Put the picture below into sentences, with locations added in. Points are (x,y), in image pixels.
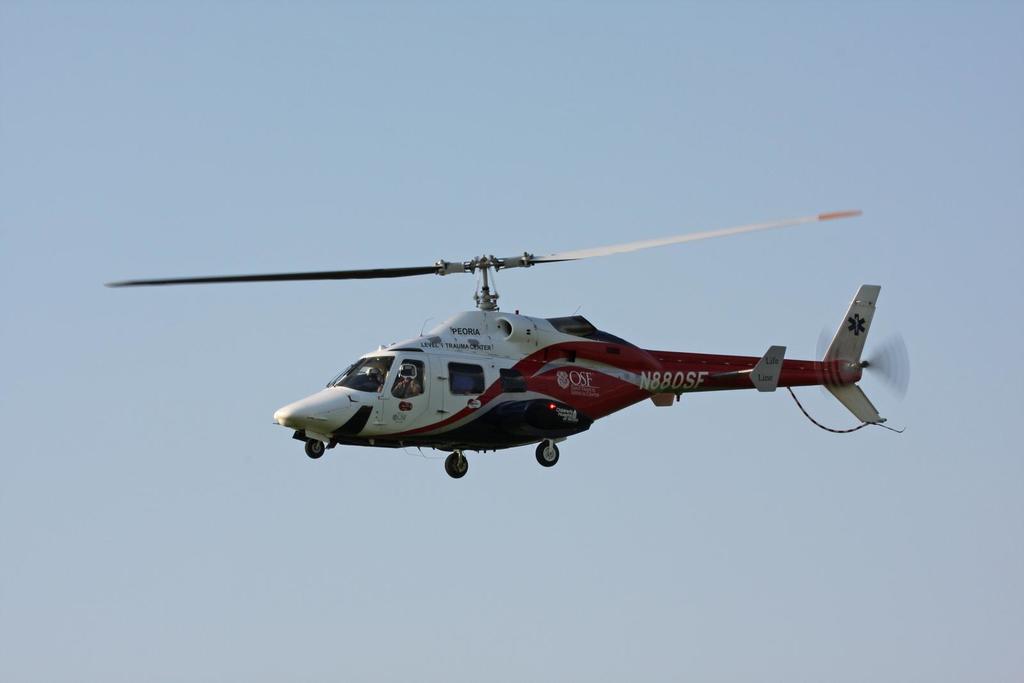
In the foreground of this image (462,413), there is a helicopter (440,389) in the air (483,139). In the background (475,144), there is the sky (450,147).
